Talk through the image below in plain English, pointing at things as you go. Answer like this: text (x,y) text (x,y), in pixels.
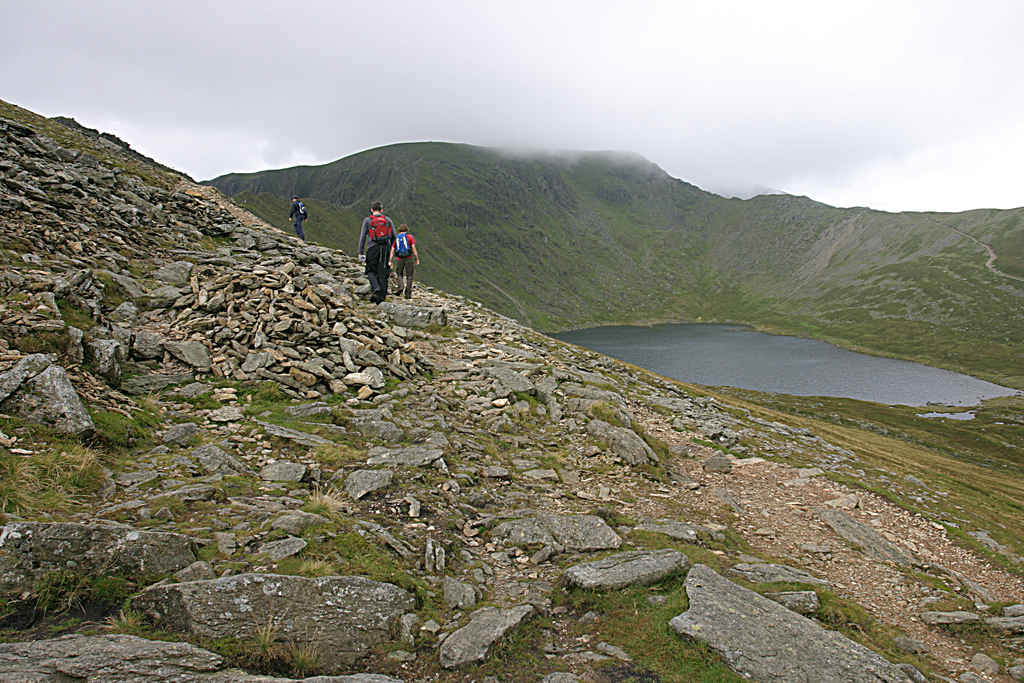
In this image there is water (714,361) in the middle (678,346) and there are hills (910,253) around it. On the hills (567,243) there are three people (373,284) walking on it with their bags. On the hills (169,297) there are stones (259,357) and grass (133,444). At the top (848,88) there is sky (833,94).
